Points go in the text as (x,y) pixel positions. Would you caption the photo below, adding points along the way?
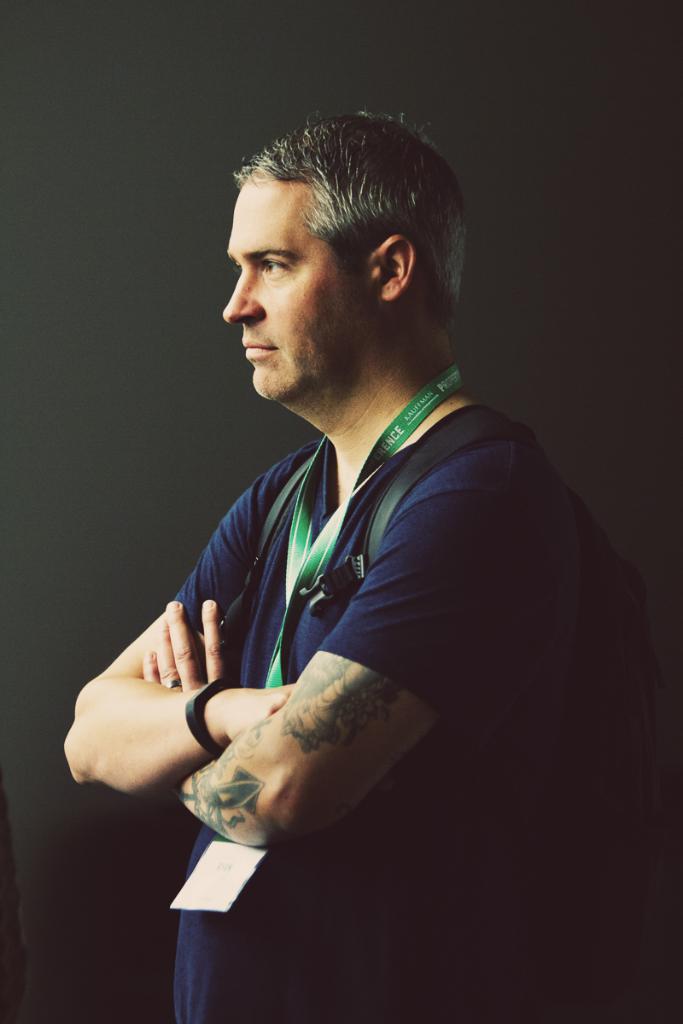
In this picture we can see a person (308,655) wearing a bag (612,695).
